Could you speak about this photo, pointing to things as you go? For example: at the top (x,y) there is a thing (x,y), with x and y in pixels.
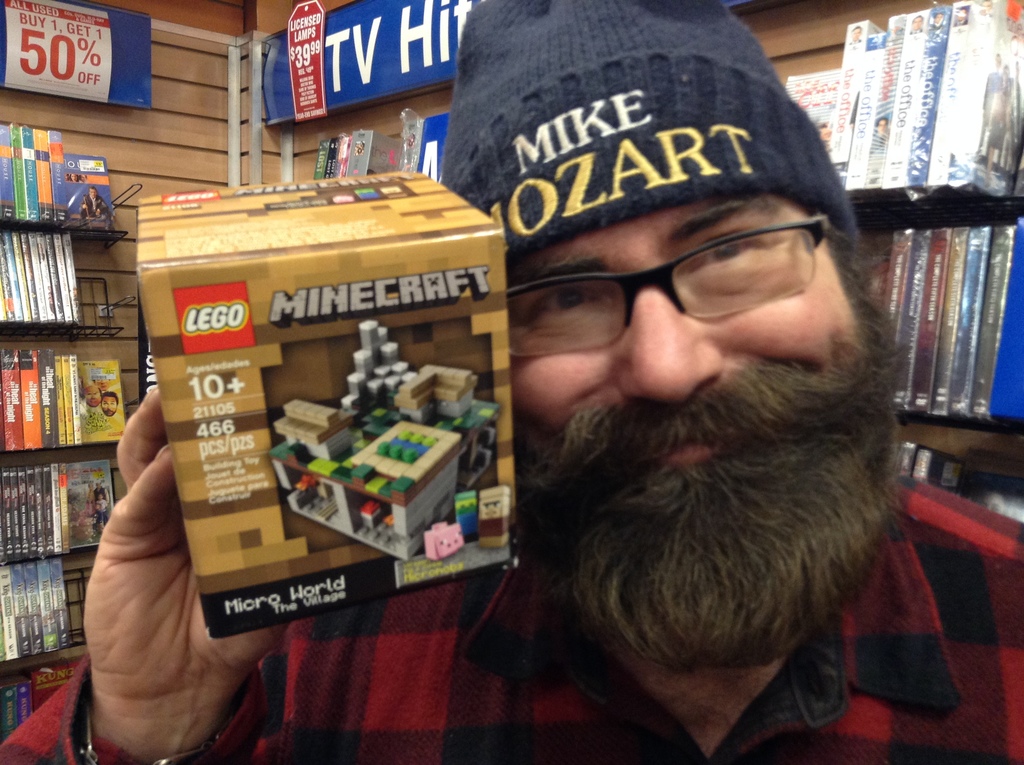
In the image we can see the man (708,524) is smiling, he is wearing red color shirt (455,664), spectacles (605,299), cap (614,153) and holding a box (244,453) in his hand (280,629). Behind him there are a number of books (5,160) and a poster (341,63).
